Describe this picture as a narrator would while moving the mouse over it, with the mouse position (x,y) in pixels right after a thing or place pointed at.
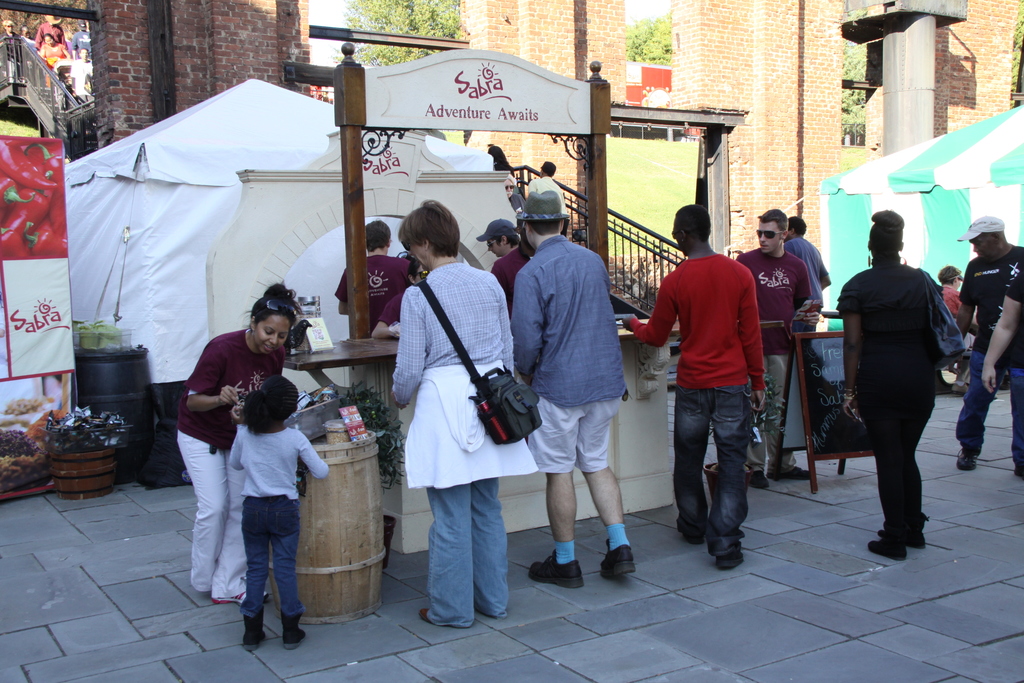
In this image there are people (675,457) and we can see barrels (118,462). There are boards (39,437) and we can see tents (858,214). In the background (759,183) there is a wall (773,45). We can see stairs (92,122) and there are people (46,55) climbing stairs (53,73). There are trees (432,9). There is a countertop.
